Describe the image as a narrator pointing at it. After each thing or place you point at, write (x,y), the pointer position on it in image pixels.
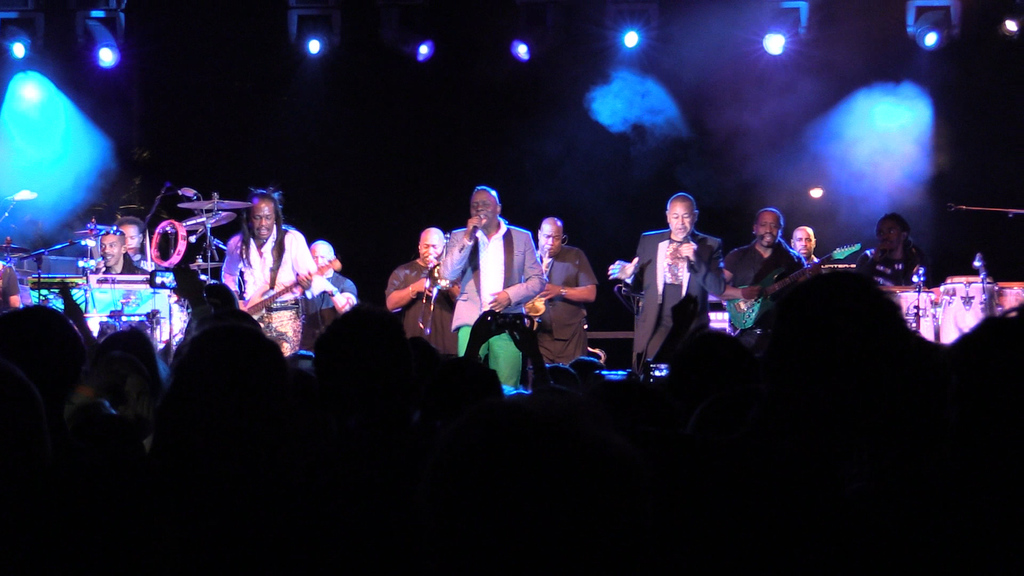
In this image in the foreground (786,553) there are some people (981,491) holding mobile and in the middle (558,307) there are people (278,317) performing activities.
